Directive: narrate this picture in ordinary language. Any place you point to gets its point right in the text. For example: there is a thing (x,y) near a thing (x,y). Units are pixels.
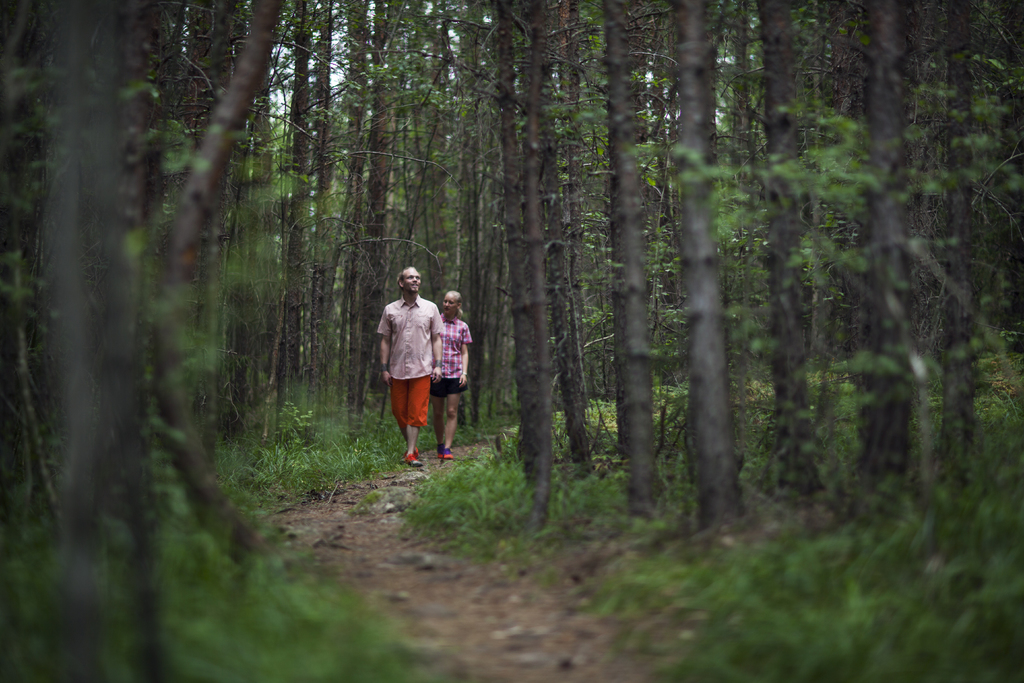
In the center of the image (425,359) we can see two persons (450,350) are walking. In the background of the image (9,411) we can see the trees (448,246). At the bottom of the image (481,591) we can see the grass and ground (542,624).
